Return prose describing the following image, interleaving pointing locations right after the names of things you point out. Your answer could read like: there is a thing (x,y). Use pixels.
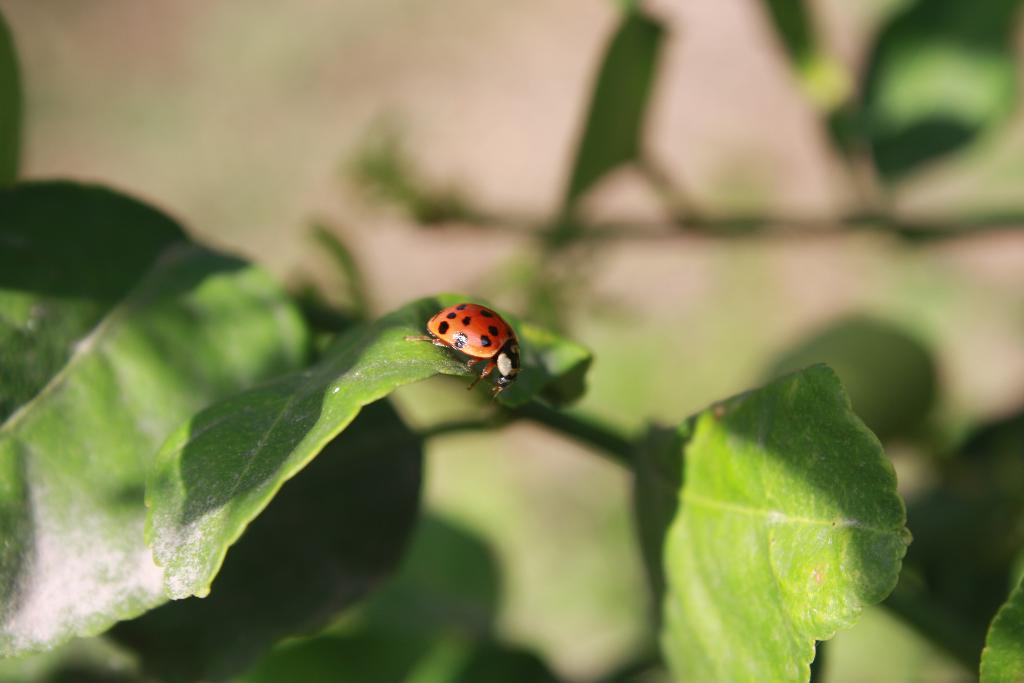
In this image, we can see some plants (855,515). We can also see an insect (514,358) on one of the leaves (399,375). We can also see the blurred background (739,101).
